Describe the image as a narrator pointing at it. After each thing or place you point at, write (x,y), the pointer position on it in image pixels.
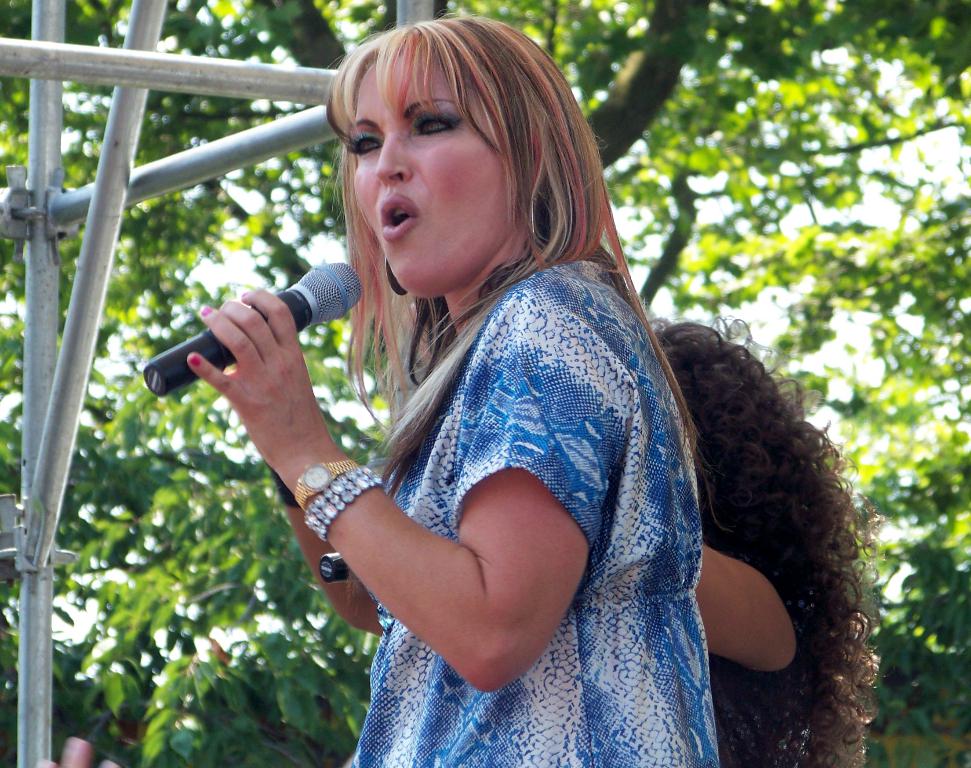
In the image we can see there is a woman (477,447) who is standing and holding a mic (193,378) in her hand (280,356) and behind her there is another person (747,576) and on the back (821,295) there are lot of trees (884,148).
